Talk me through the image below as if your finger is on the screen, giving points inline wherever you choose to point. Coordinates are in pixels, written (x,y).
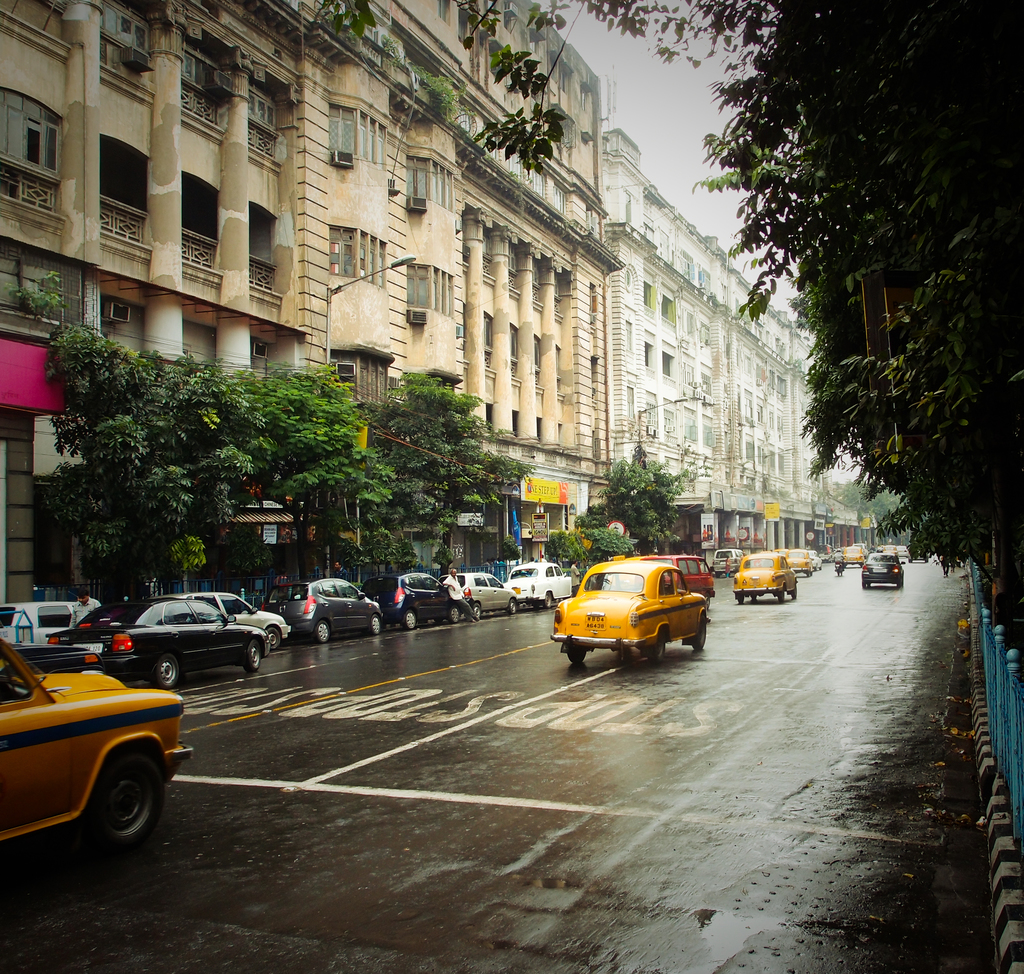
In this image we can see road (341,752). On road (276,752) cars (774,586) are parked and moving. Right side of the image (996,720) blue color fencing (1012,713) and trees (928,254) are present. Left side of the image (176,314) buildings (422,369) and trees (391,476) are there.
